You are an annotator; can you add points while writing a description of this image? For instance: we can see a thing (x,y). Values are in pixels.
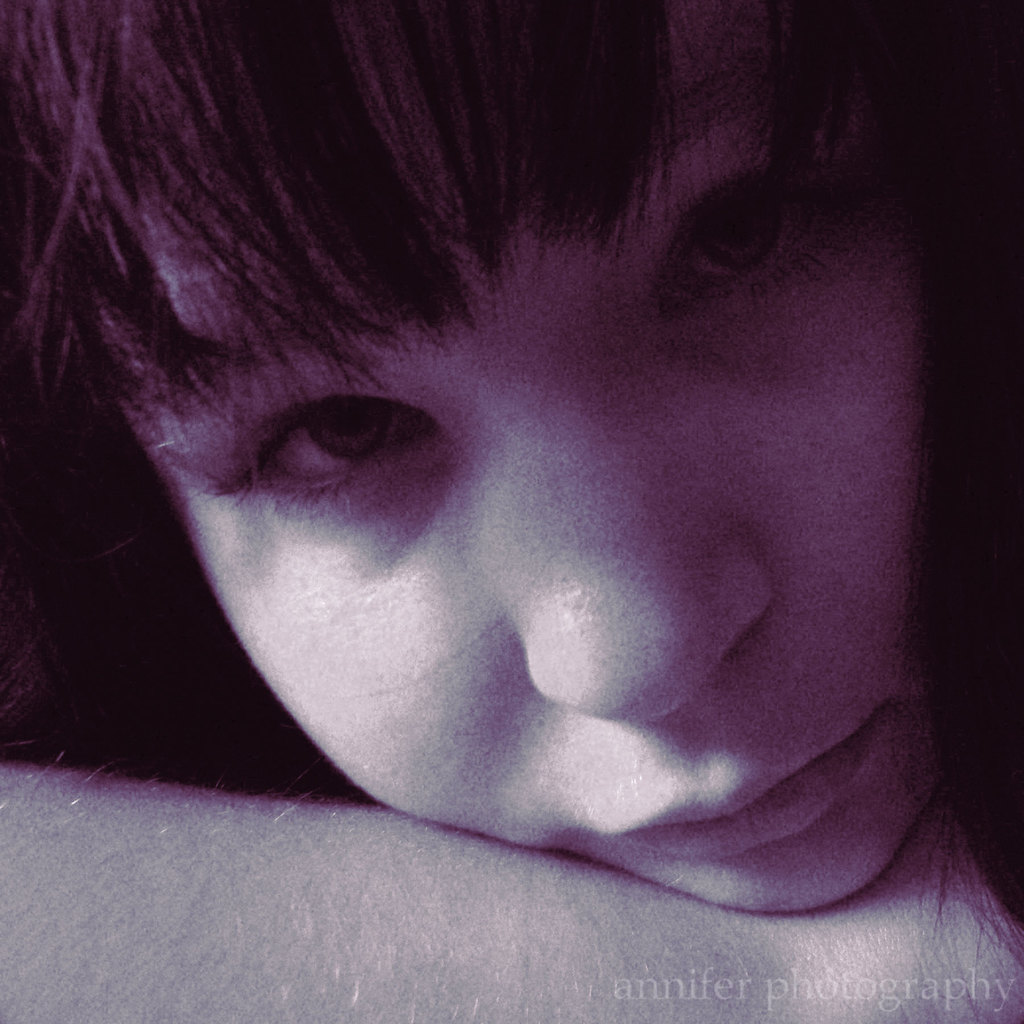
In this image there is a person's face (447,750) and hand (439,926) is visible.
